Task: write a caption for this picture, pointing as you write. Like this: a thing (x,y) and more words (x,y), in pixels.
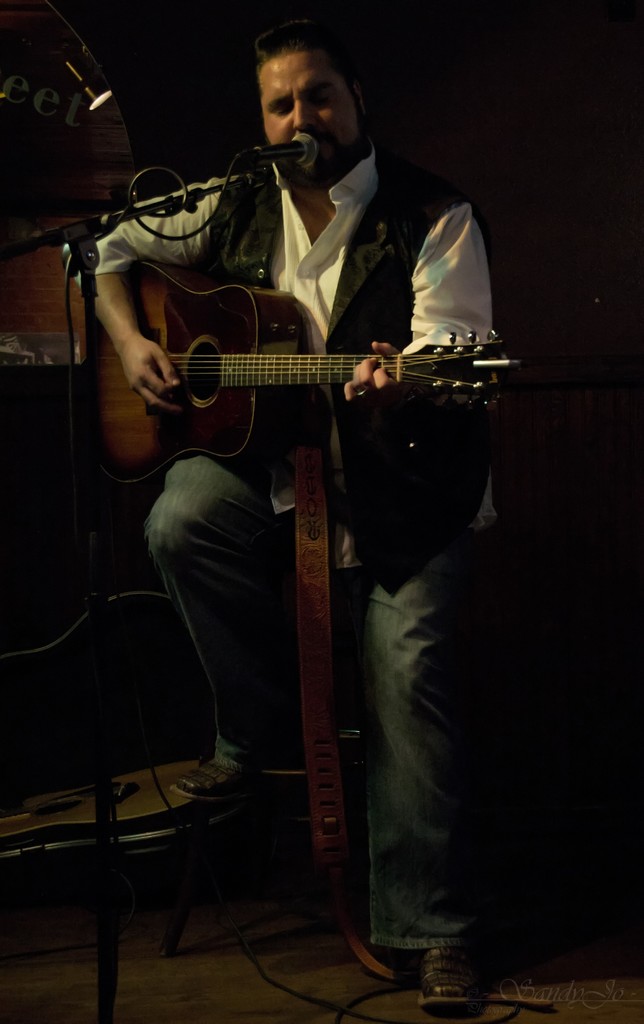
In this image I see a man (368,164) who is holding a guitar (152,275) and is sitting in front of a mic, I can also see the light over here.
